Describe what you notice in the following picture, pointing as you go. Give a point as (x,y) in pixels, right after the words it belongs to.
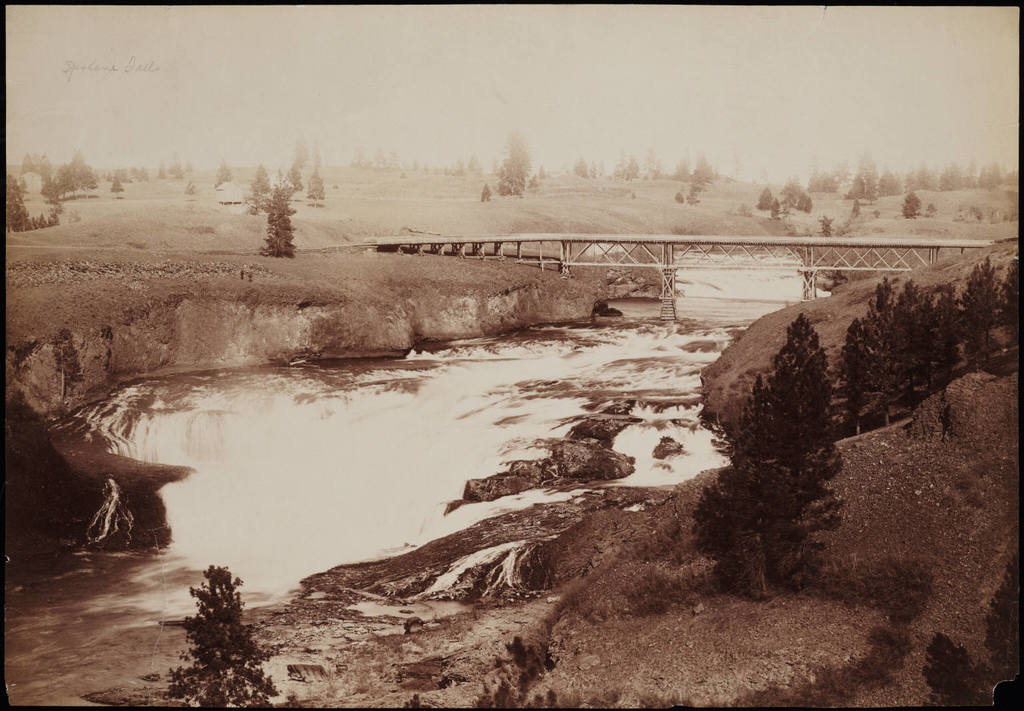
In this image at the bottom (507,480), there are stones (278,610), plants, waves (380,460) and water (436,415). In the middle (456,244) there is a bridge (730,239). In the background (522,179) there are trees (946,175), text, land (378,179) and sky (569,168).
